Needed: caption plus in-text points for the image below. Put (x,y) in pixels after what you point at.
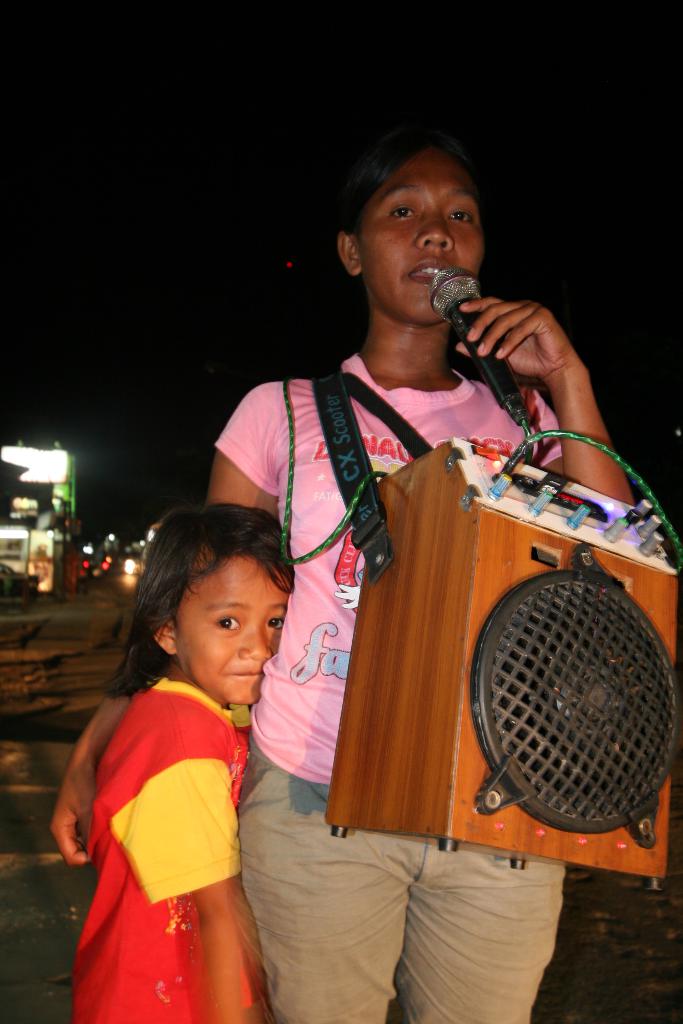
In this picture we can see woman (396,464) and girl (162,645) standing and here woman (486,302) holding mic (510,378) in her hand (479,333) and carrying speakers (521,629) and this girl (250,701) is laughing and in the background (124,487) we can see building (3,489), lights (107,558) and it is dark.
